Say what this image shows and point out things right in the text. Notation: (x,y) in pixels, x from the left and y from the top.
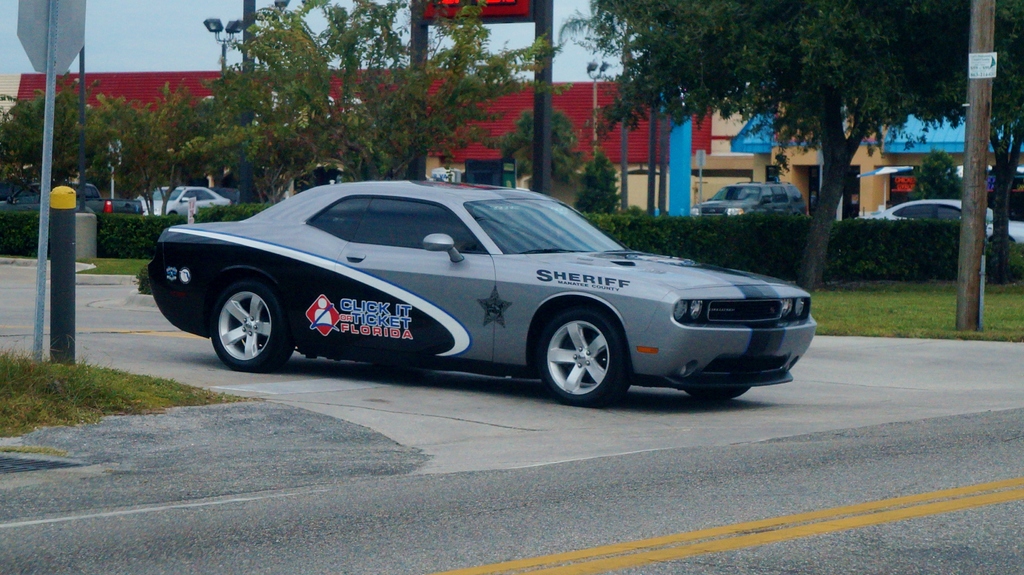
In this picture I can observe a car (293,321) on the road (148,358). The car (361,350) is in grey and black color. On the left side (61,255) I can observe two poles (66,240). In the background (232,160) there are some trees (345,123) and houses (195,83).
